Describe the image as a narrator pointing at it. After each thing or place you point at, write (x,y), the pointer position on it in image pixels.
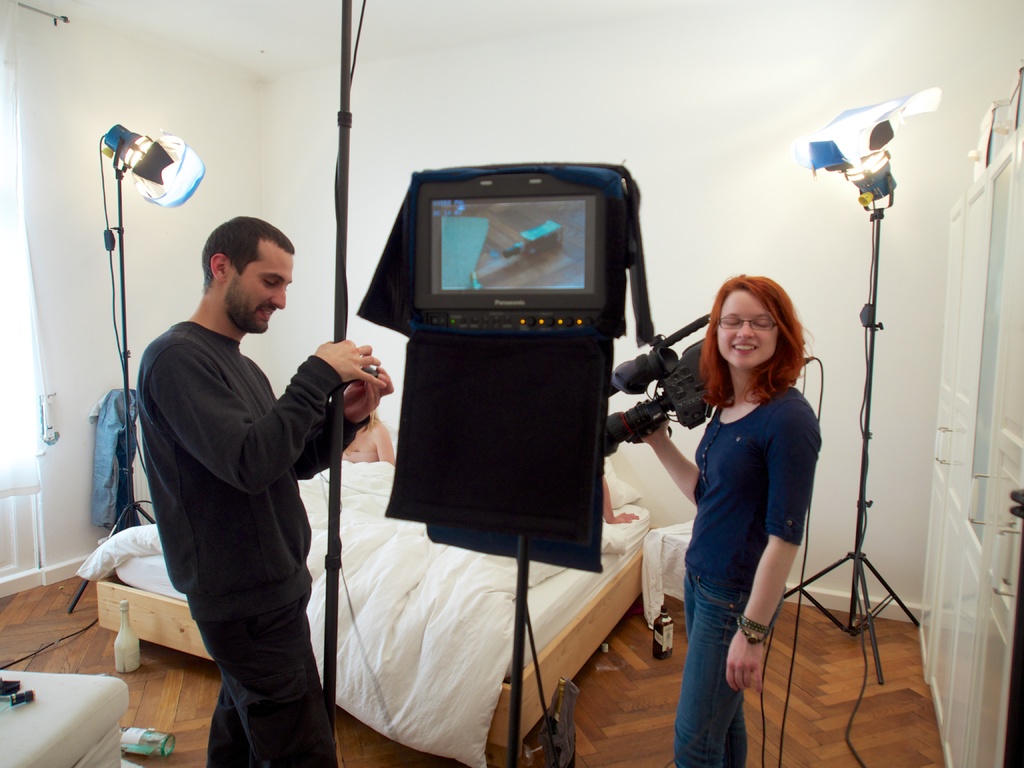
In this image I can see the person (181,519) is holding something and another person (743,460) is holding the camera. I can see few stands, screen (426,211), light (177,193), cupboard (969,574) and few objects (667,650) on the floor (629,628). I can see few people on the bed (376,574). The wall (748,120) is in white color.
